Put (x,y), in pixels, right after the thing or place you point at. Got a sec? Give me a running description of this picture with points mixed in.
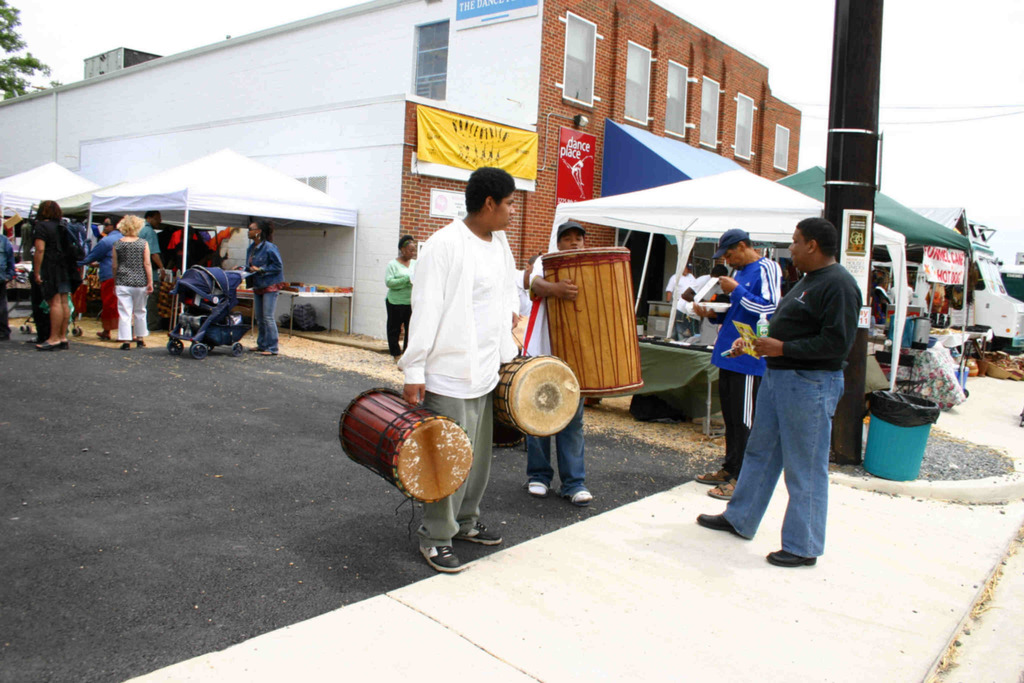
The image is taken on the streets (552,530). In the center of the image (540,343) there are two people (477,489) they are holding drums (539,391) in their hands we can see many people (143,317) in the background (101,271). There are tents (284,201), boards (480,144) and a truck (995,331). In the background (671,101) there is a building (192,83), tree (8,26) and a sky (122,35).
